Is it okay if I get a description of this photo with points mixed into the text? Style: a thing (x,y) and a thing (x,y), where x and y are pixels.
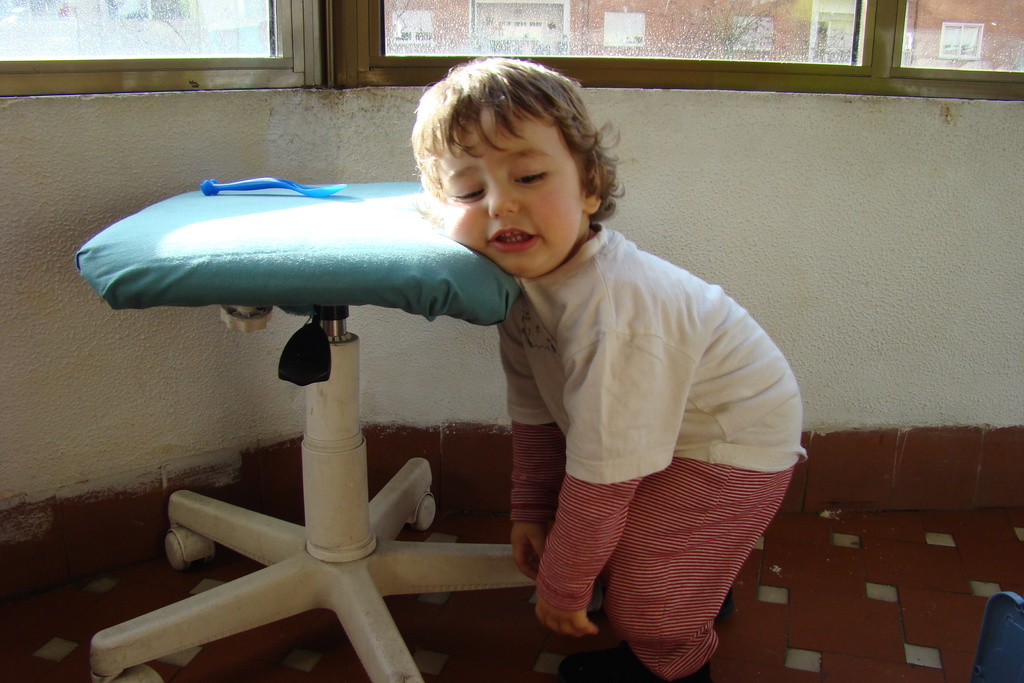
In this image, we can see a small baby (592,347) and a stool (306,295), in the background (859,61) there are some windows (602,14).
